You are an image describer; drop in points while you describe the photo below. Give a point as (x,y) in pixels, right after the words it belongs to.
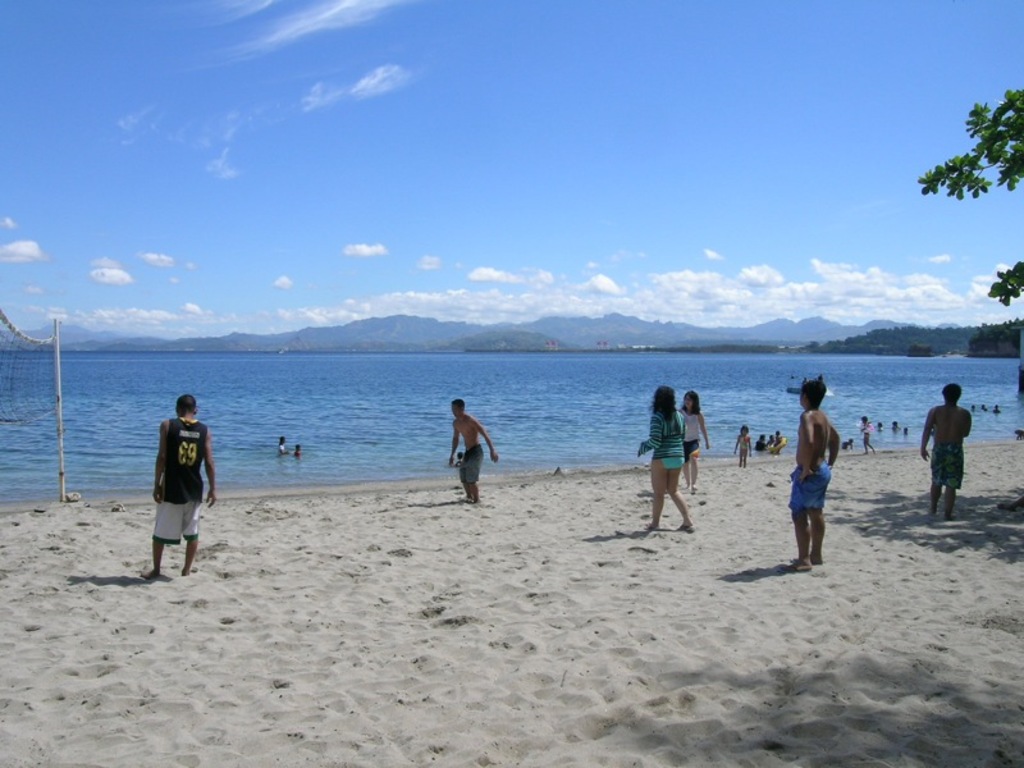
In this picture there are people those who are standing on the sand (62,535) and there is water (429,416) in the background area of the image (597,450), there is a net (36,359) on the left side of the image (31,415) and there is a tree (1023,119) on the right side of the image (1009,170), it seems to be the place of a beach (397,757).
